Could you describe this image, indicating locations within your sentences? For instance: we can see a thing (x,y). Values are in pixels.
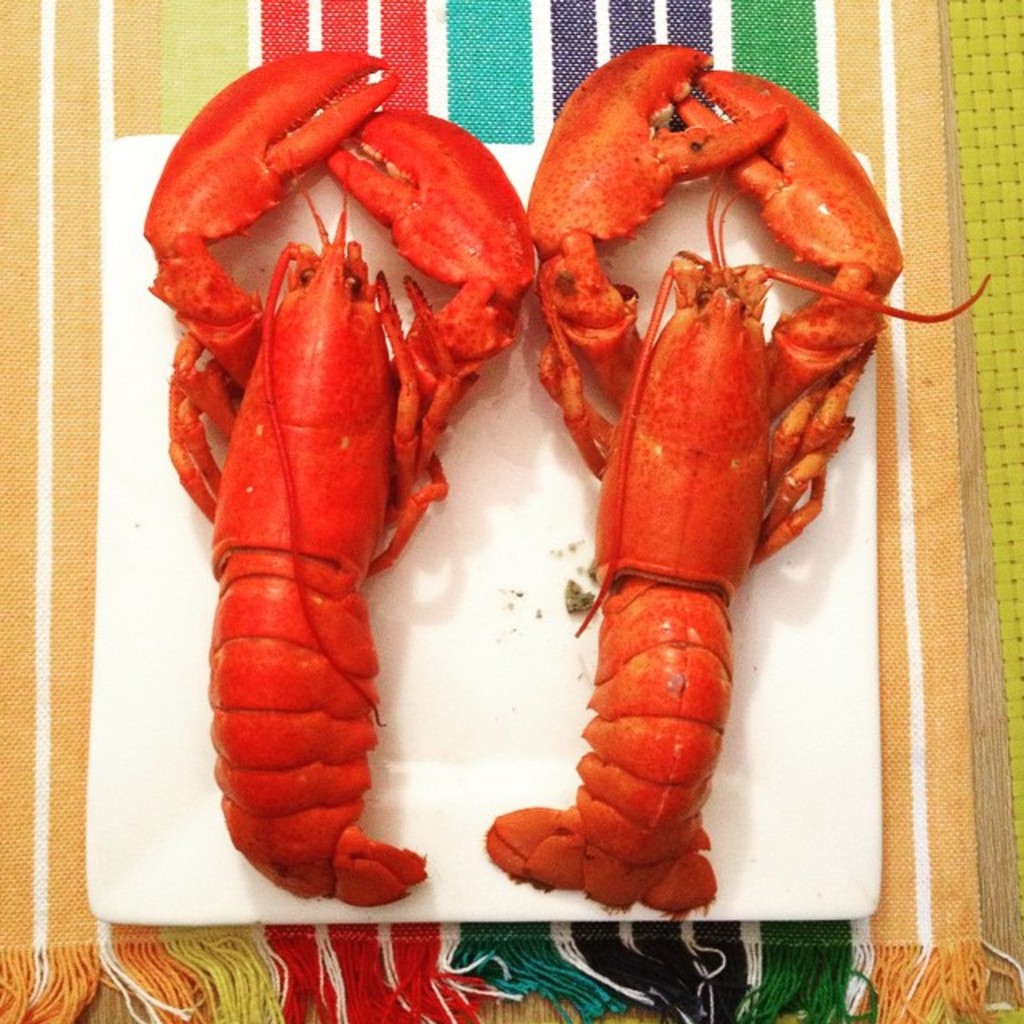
In this image we can see the food item (626,669) in a plate (475,652) and there is a cloth (481,36) on the surface (953,206) which looks like a table (953,206).
